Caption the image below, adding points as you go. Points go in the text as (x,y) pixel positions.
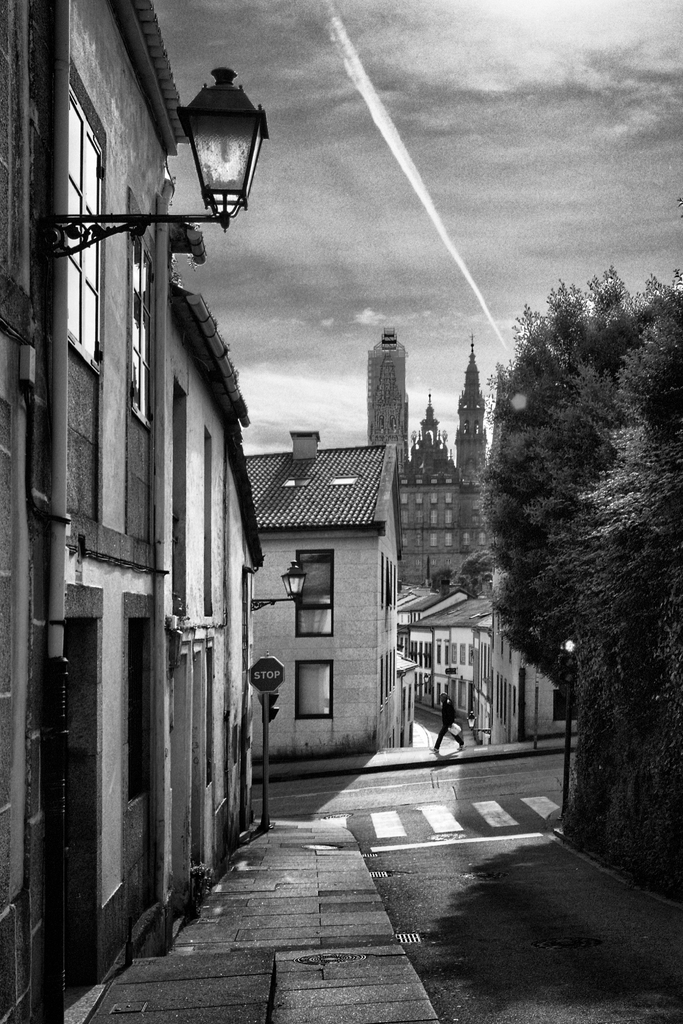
In this image I can see number of buildings (284,717), few lights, a tree (656,494), few poles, a sign board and here I can see few lines (467,840) on road (482,903). I can also see this image is black and white in colour.
